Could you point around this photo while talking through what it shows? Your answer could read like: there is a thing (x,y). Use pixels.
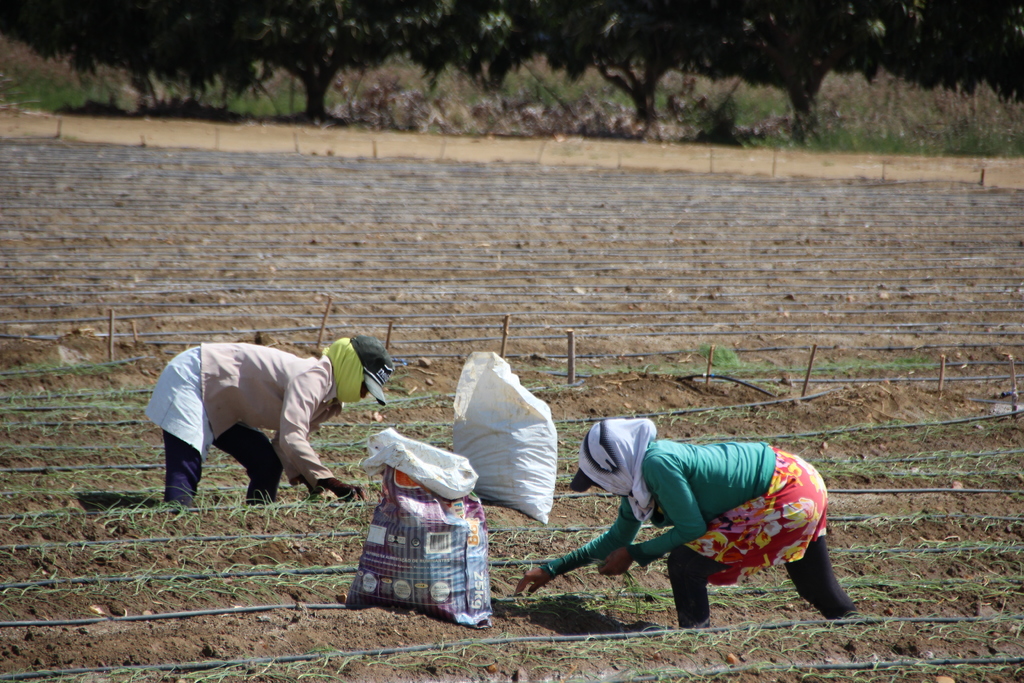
In this image there are two persons (321,392) before them there are two bags (498,474) which are on the land (442,421). There are few plants (93,579) on the land (163,595) which are having few pipes (1018,581) on it. A person (711,508) wearing a green shirt (695,479) is wearing a cap (593,480) which is covered with cloth (633,455). Behind them there is fence (712,351). There are few trees (863,43) and grass (889,85) are on the land (506,145).
